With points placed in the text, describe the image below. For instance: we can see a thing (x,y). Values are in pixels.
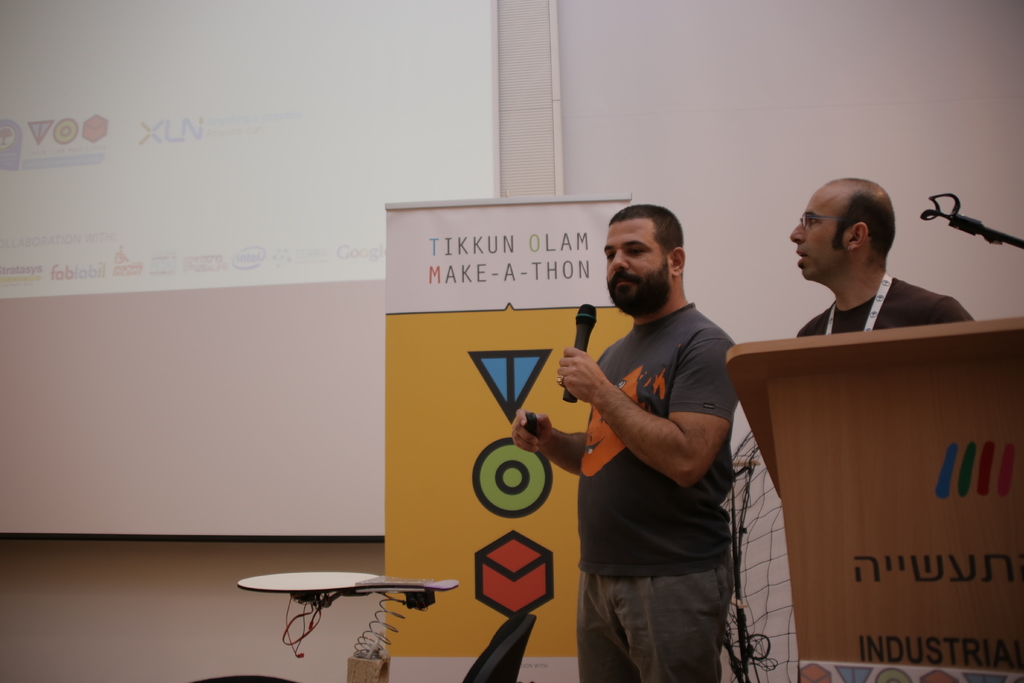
In this picture we can see two people (705,524), one person (714,492) is holding a mic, here we can see a podium (896,561), chair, board (554,529) and some objects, on this board (577,539) we can see some symbols (506,507) and some text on it and in the background (167,372) we can see a wall (750,543), projector screen (177,405).
